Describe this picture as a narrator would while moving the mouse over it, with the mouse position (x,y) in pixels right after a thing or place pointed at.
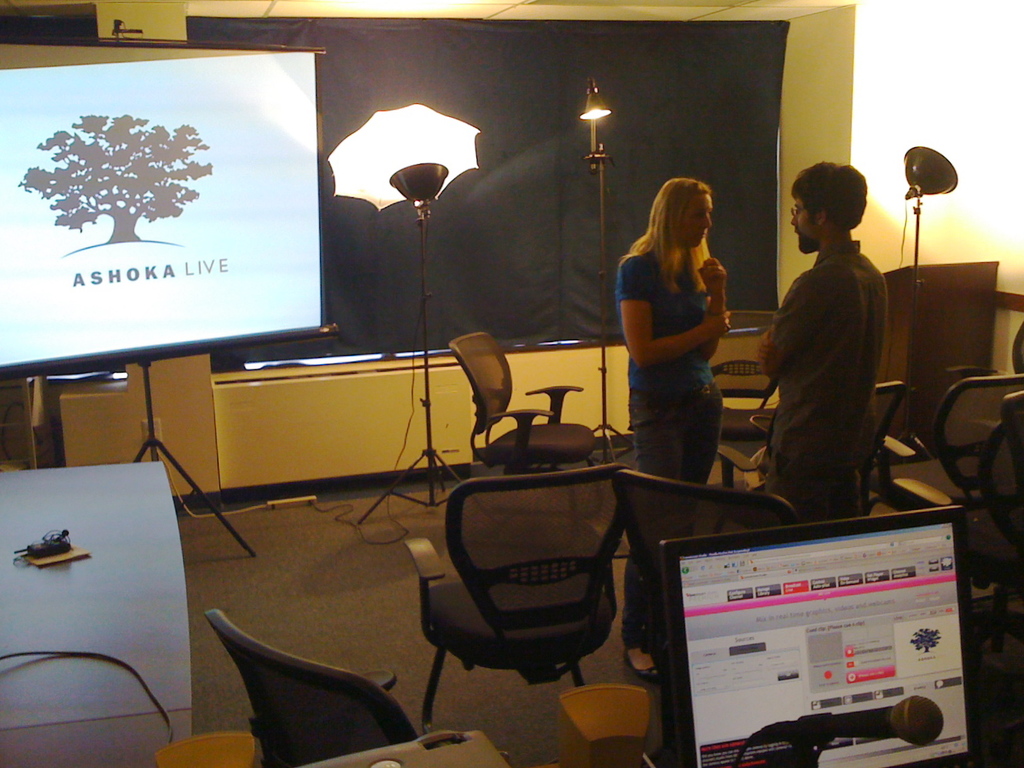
In this picture there is a desktop (841,623) in the right corner (835,612) and there are two persons (831,305) standing and there are few chairs (954,385) besides them and there is a projected image (132,204) in the left corner (117,222) and there are few lights (456,161) in the background (420,139).
